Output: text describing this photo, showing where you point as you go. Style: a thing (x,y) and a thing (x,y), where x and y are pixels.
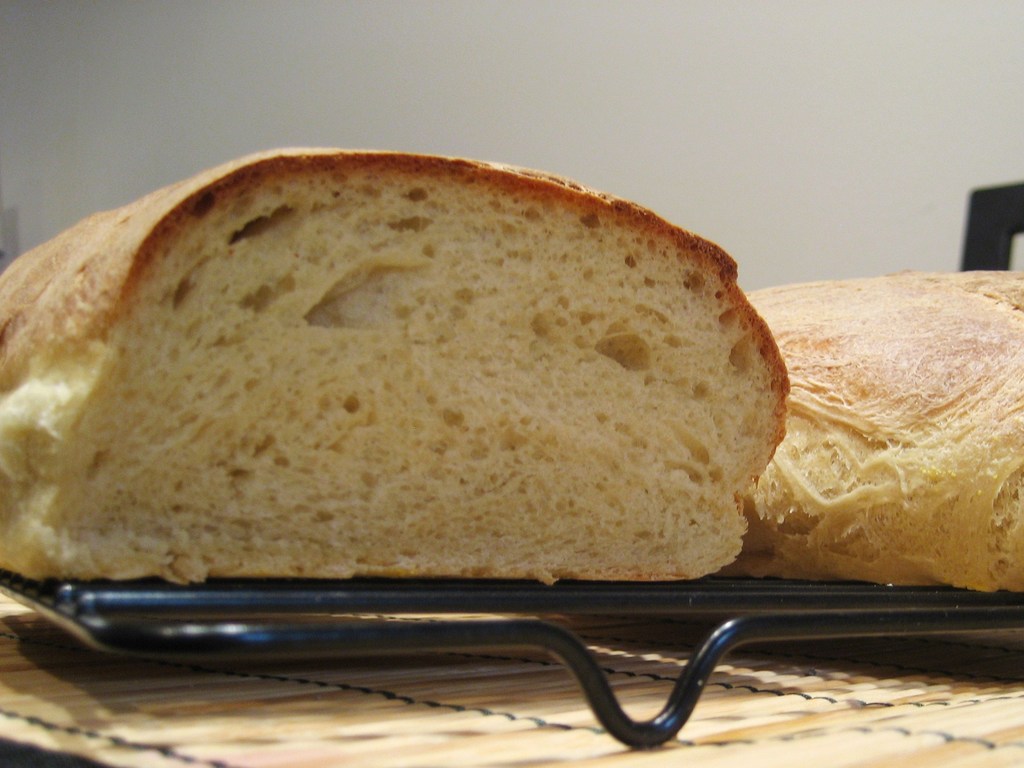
In this image I can see food item (588,426) on a black color object (301,641). In the background (675,88) I can see a white color wall (535,110).
